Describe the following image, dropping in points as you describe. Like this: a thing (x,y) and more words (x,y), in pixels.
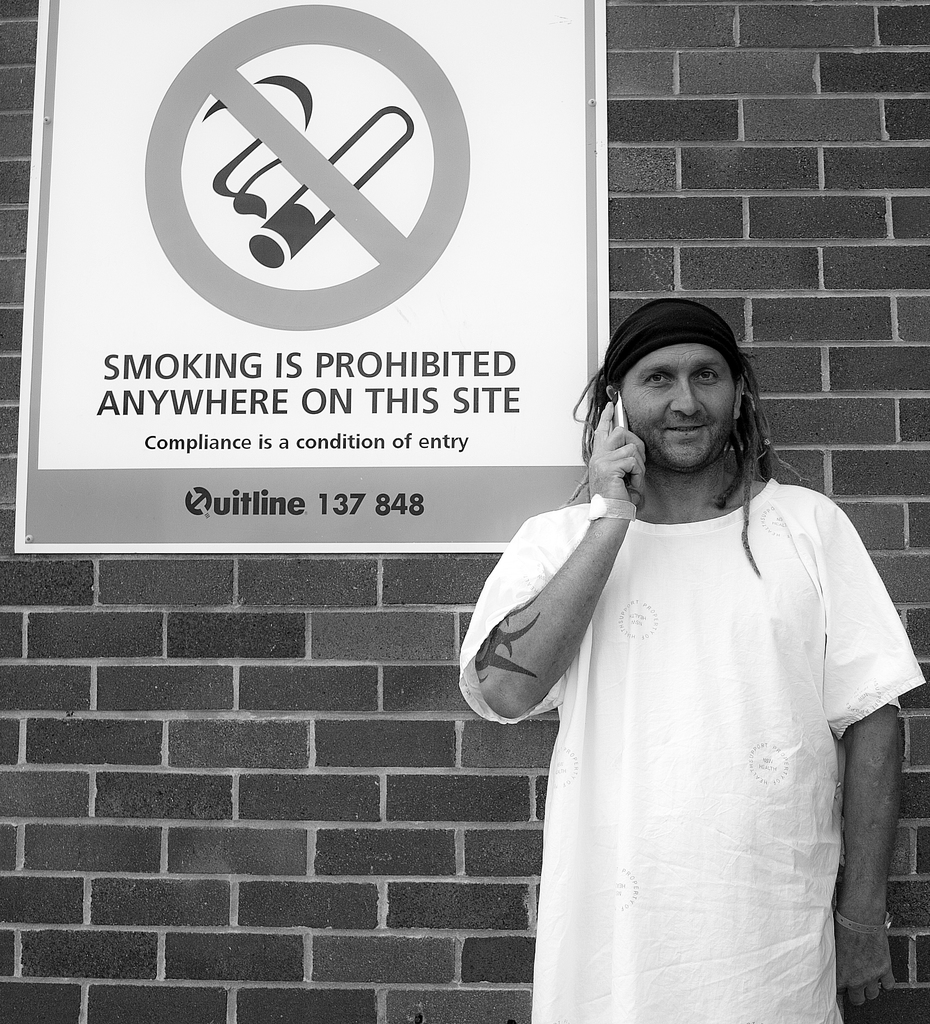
In this image, at the right side (882,863) there is a man (794,707) standing and he is talking on the phone (617,425), at the left side (71,184) there is a poster (71,196) on the wall (21,876), on that poster (553,209) SMOKING IS PROHIBITED ANYWHERE ON THIS SITE is printed, we can see a brick wall (242,734).
